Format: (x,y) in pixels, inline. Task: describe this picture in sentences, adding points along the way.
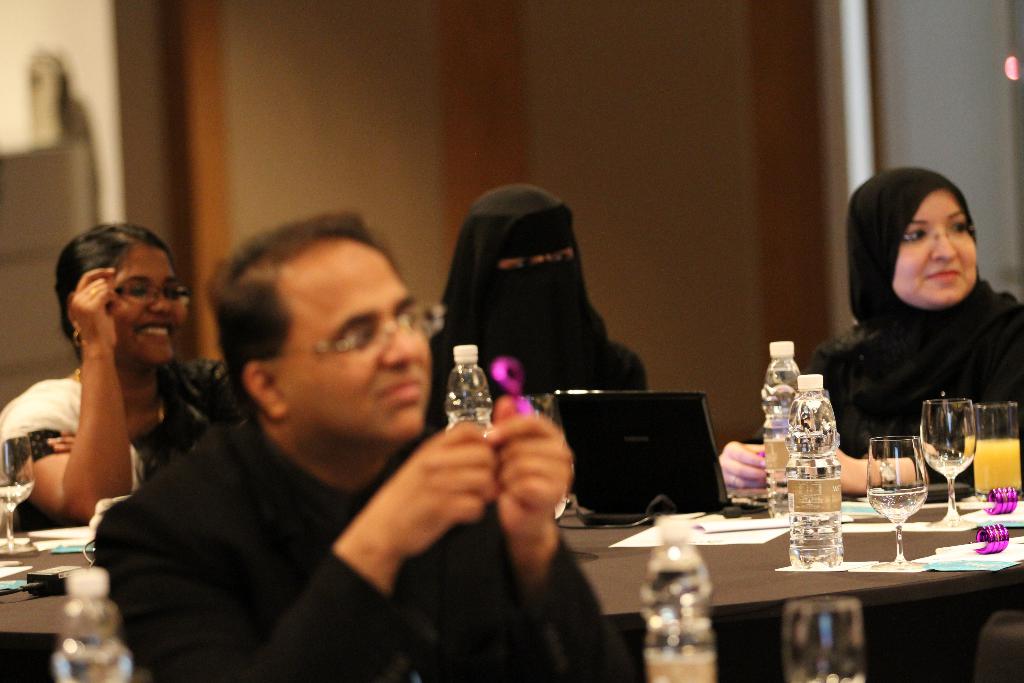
people (935,325) are sitting on the chairs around the table (710,552). on the table (770,562) there is a laptop (622,438), bottle (802,503), glass (899,486). the person (351,581) at the front (254,546) is wearing a black dress (409,611). 3 women (515,330) are seated at the back (898,288). the person (585,355) at the center (533,342) covered her face (560,254).
